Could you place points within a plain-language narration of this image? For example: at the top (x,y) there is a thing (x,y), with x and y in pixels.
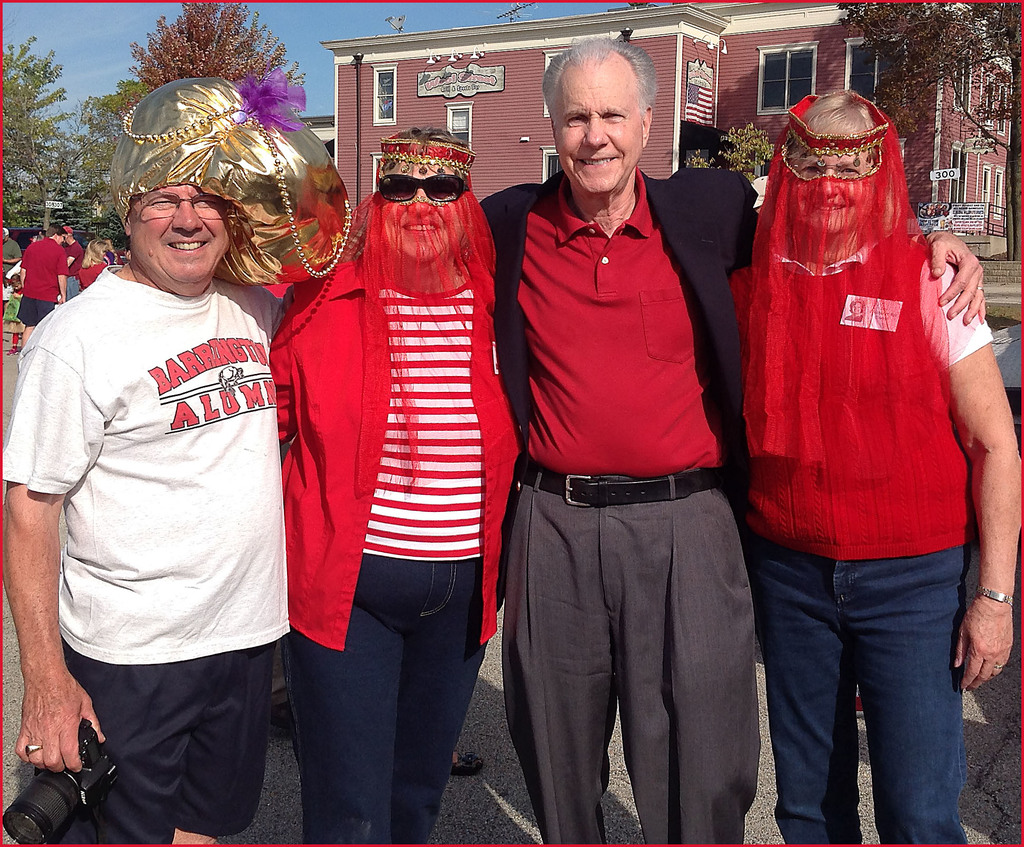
In the picture I can see a group of people (333,455) are standing on the ground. In the background (512,182) I can see buildings (525,182), trees (199,61), the sky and some other objects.
